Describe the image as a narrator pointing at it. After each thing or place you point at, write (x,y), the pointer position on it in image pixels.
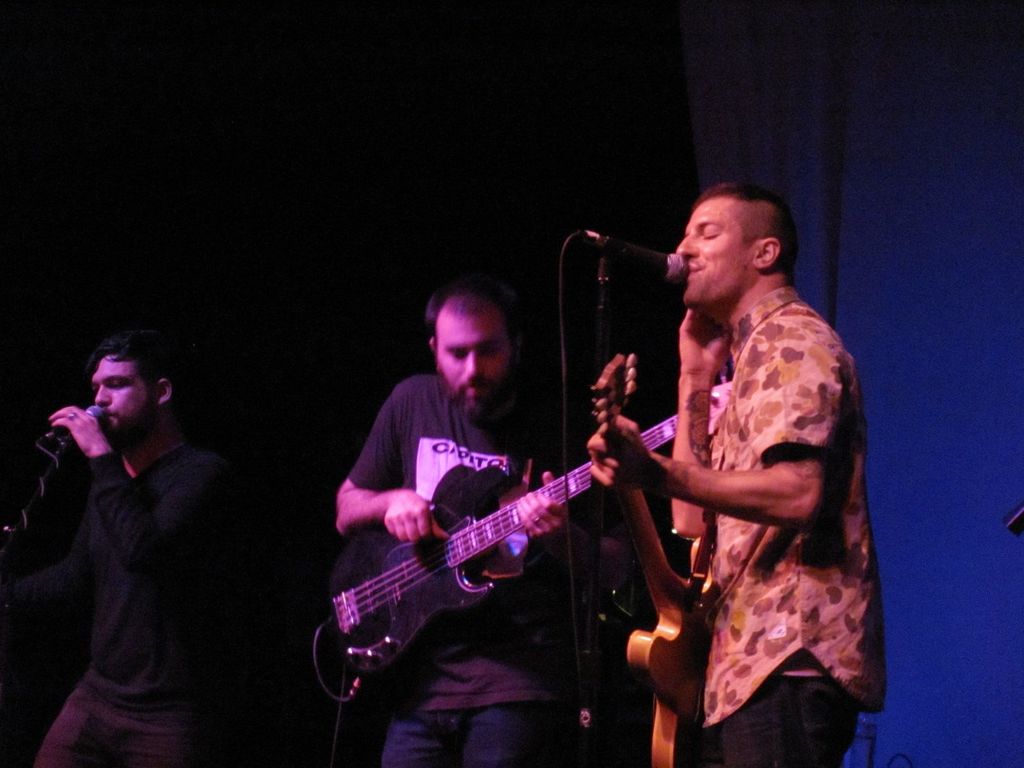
Background (292,205) is very dark. Here we can see two men (418,725) standing in front of a mike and playing guitar (459,543). These persons (776,389) standing in front of a mike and singing.
